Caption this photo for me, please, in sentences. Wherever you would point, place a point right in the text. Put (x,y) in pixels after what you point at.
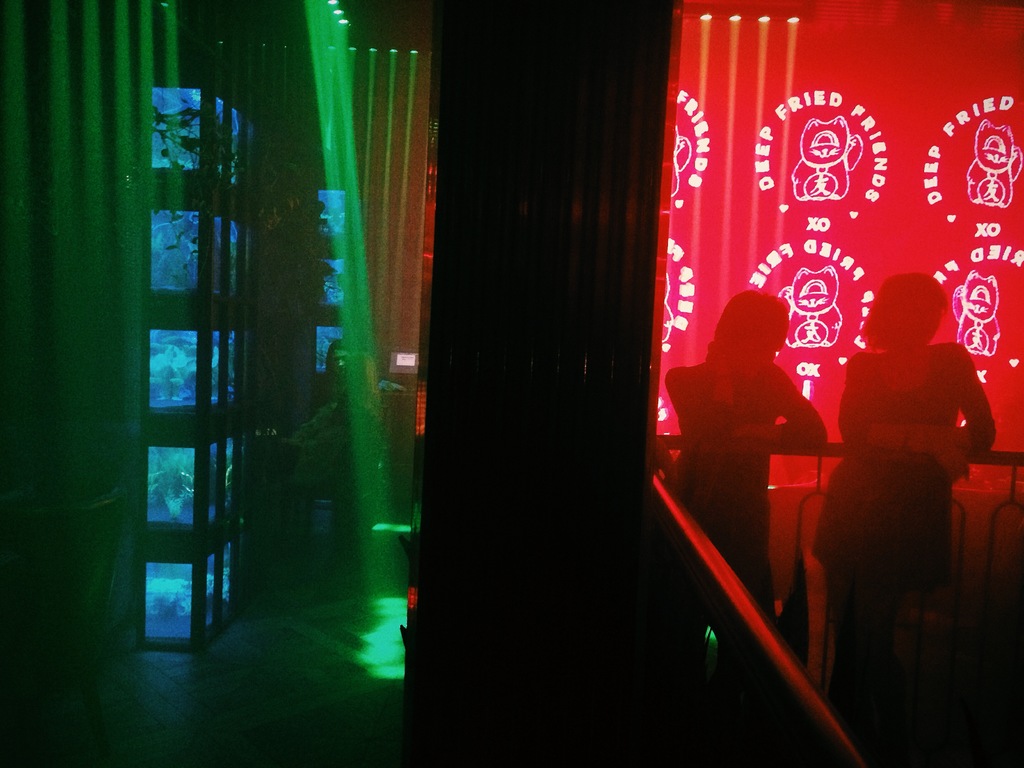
On the right side of the image (938,356) there are two people (778,410) standing behind the railing (790,442). Behind them there is a wall (727,248) with images (1002,335) and something is written on them. And also there are lights (734,192). Beside them there is a pillar (555,338). On the left side of the image (229,212) there is a wall (235,198) with screens (169,610) and lights (343,167). And also there are few people (339,399) in the background (326,410).
